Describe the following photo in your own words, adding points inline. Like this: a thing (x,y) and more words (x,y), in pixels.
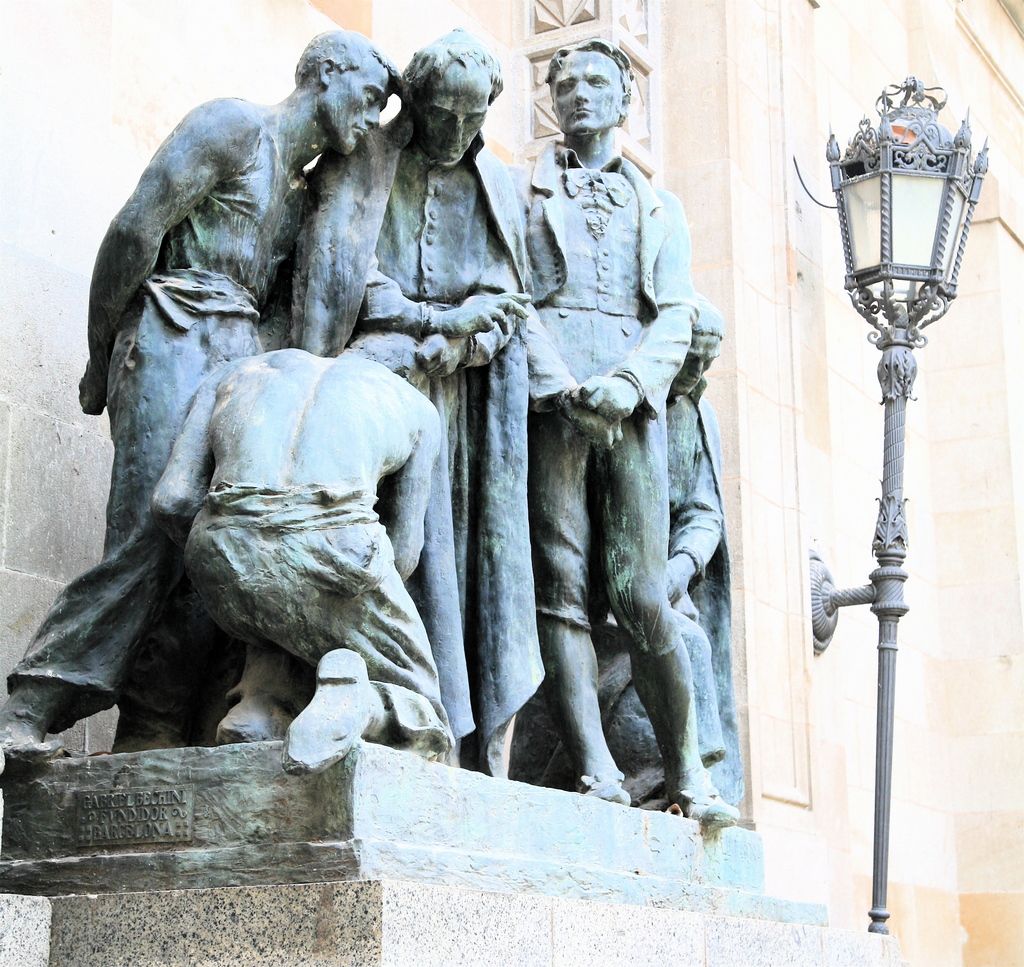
In the center of the picture (556,337) there is a sculpture (618,386). On right (925,132) there is a street light (937,280). In the background (765,49) it is a building wall (88,218).
